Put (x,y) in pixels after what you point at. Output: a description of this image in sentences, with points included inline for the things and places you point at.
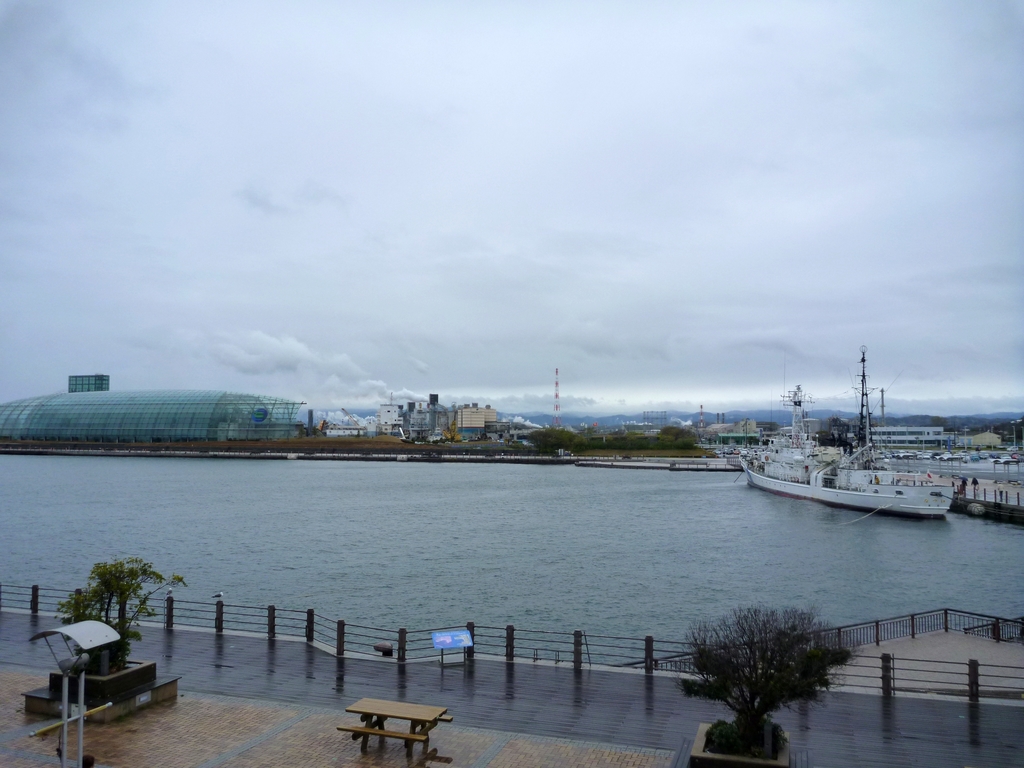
In this image, we can see trees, buildings (890,437) and there are ships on the water (196,518) and we can see railings (505,643), a bench (450,717) and there are plants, towers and a stand (74,634). At the top (349,178), there are clouds (321,242) in the sky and at the bottom (253,736), there is a floor (228,718).
